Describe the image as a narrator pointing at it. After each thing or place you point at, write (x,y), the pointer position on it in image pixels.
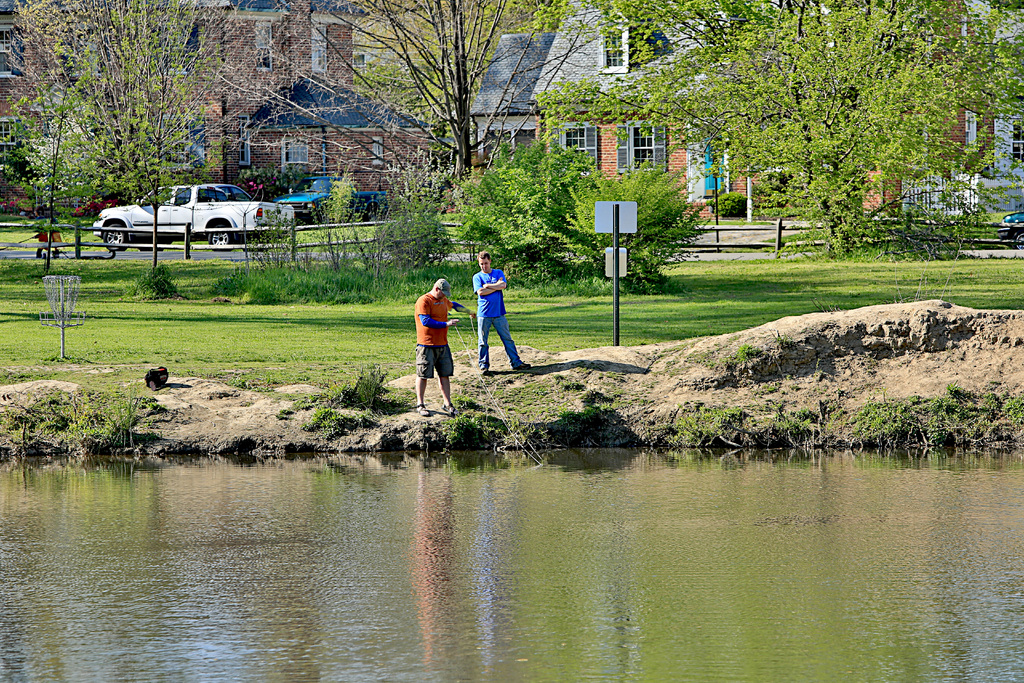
In this picture there is a person (438,283) standing and holding the line (507,417) and there is a person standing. At the back (457,160) there are buildings (634,156), trees (763,70) and there are vehicles (148,202) and there are poles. In the foreground (846,494) there is water (865,526). At the back (302,326) there is a road (252,250) and there is grass (185,309).
